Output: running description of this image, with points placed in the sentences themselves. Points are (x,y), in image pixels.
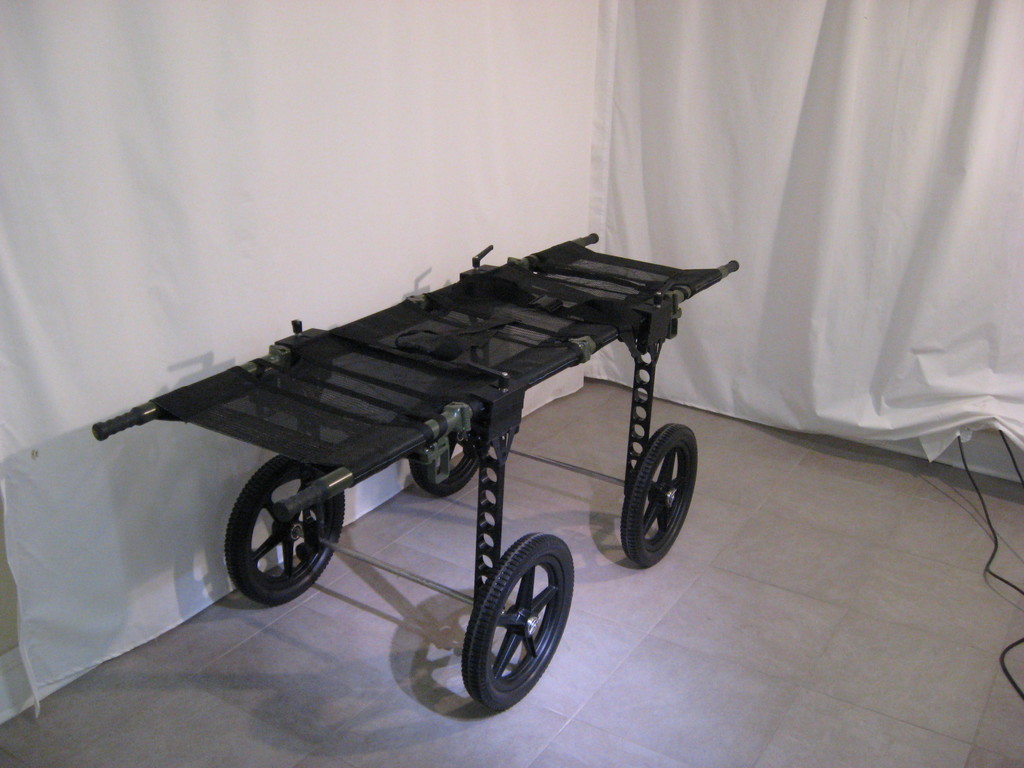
In the picture we can see a floor (515,500) with white color tiles (853,564) on it, we can see a stretcher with wheels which is black in color and in the background (813,349), we can see a curtain (875,254) which is white in color and under the curtain (931,451) to the floor (965,487) we can see some wire (1002,582).
